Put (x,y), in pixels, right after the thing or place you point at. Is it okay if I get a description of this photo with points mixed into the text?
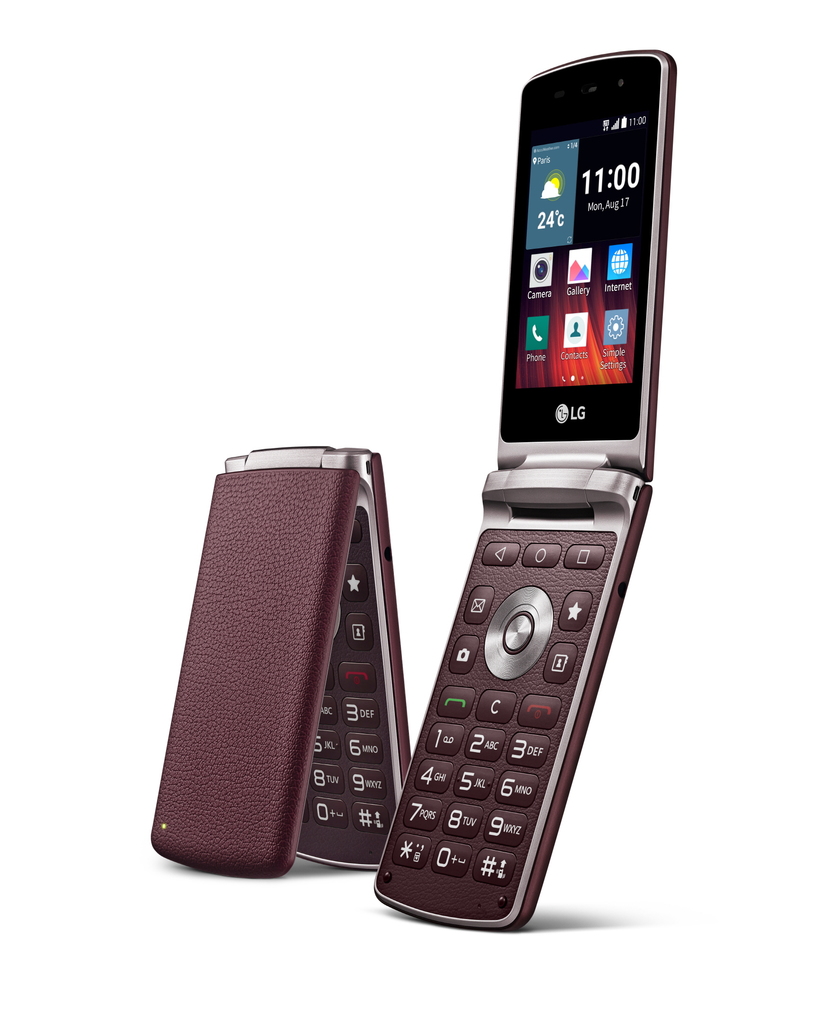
In this image we can see two cellular phones (557,479) placed on the surface (219,1000).
